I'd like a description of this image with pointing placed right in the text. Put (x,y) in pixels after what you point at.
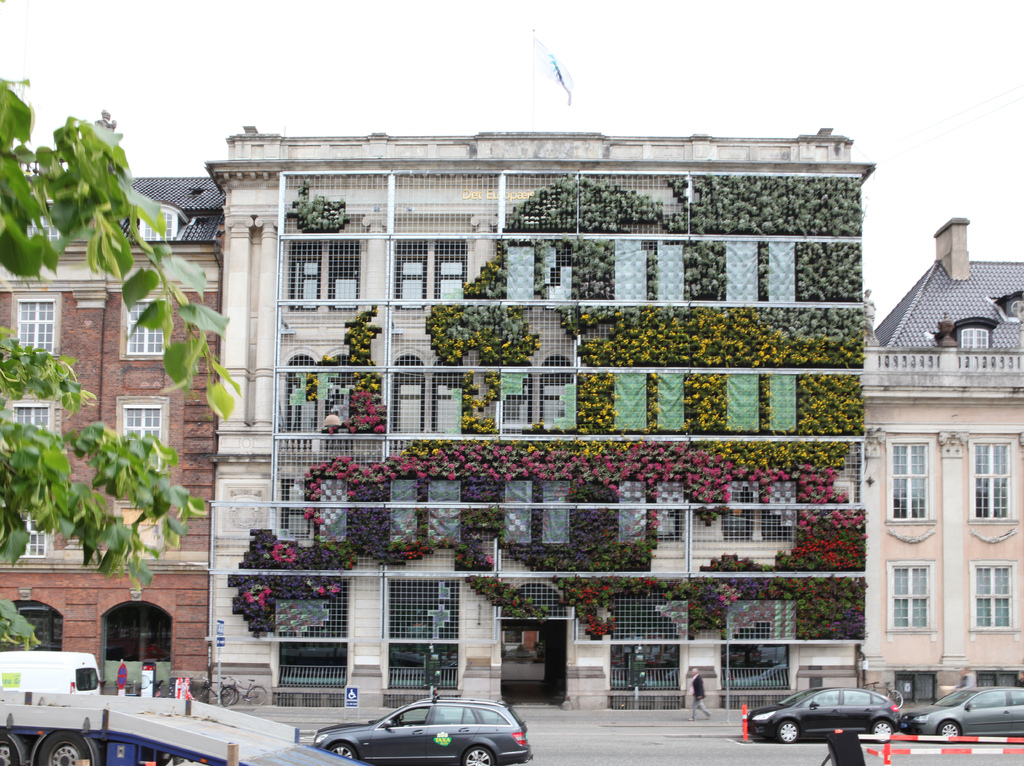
In this image there are buildings (555,420) and we can see plants (724,381). There are flowers (600,424). On the left (79,452) there is a tree (79,452). At the bottom (417,735) we can see vehicles (390,739) on the road (555,764). There are boards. In the background (449,66) there is sky (449,66).
